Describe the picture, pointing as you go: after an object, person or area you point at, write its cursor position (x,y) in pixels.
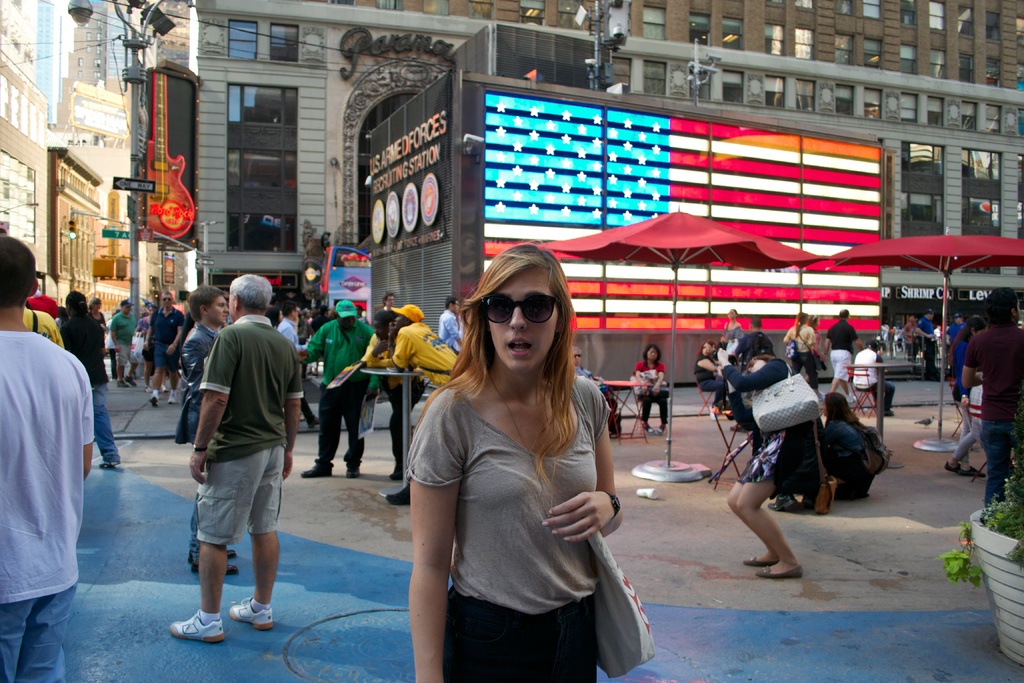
In this image there are people (582,648) standing on the road (813,593). There are tents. There are tables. There are street lights (134,245), sign boards (176,189). On the right side of the image (1010,547) there is a flower pot (995,555). In the background of the image (326,49) there are buildings (327,63).
